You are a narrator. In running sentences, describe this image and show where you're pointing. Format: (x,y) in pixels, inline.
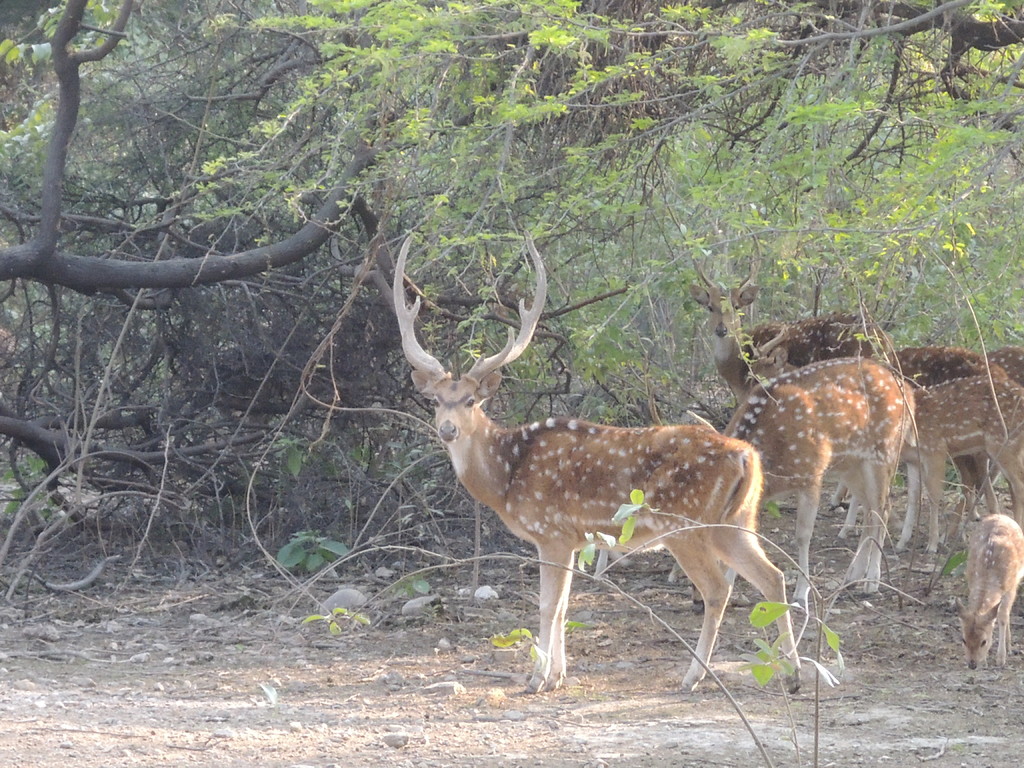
There are many deer (728,465). In the background (420,240) there are trees (298,271). On the ground (336,610) there are stones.
